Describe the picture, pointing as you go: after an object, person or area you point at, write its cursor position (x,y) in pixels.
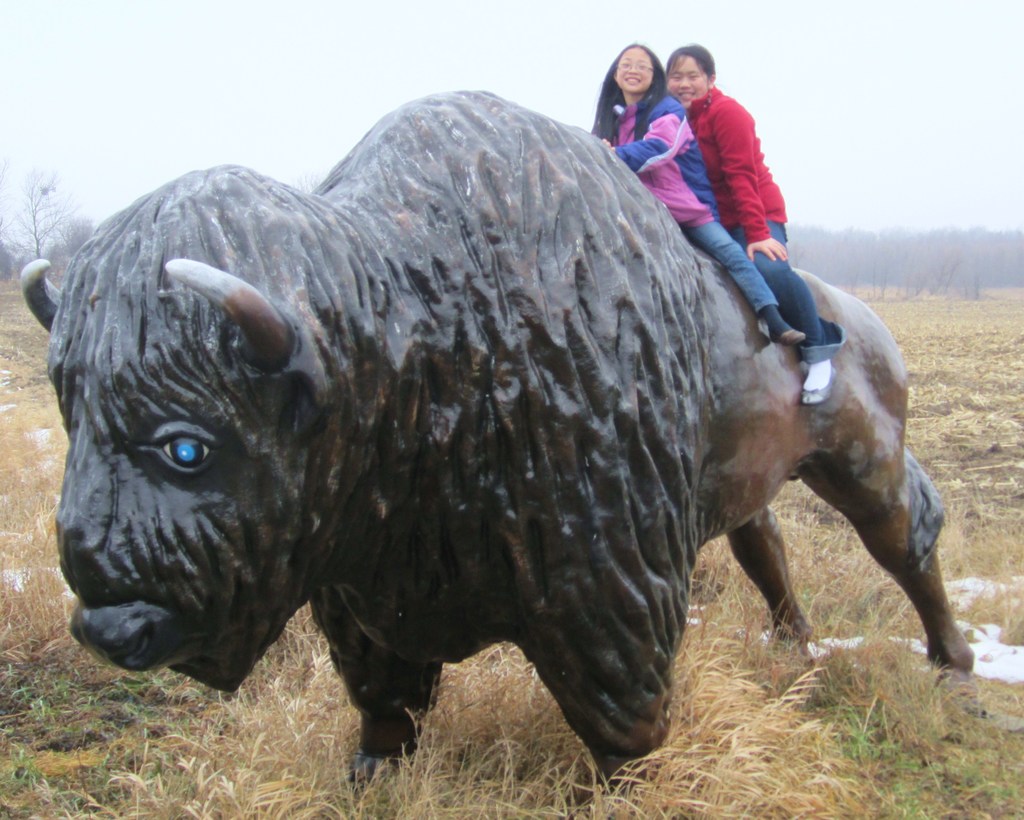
In this image we can see two girls (698,137) sitting on a depiction of an animal (533,367). At bottom of the image (728,761) there is dry grass (660,750). In the background of the image (873,289) there are trees (57,235). At the top of the image (853,95) there is sky (801,68).
